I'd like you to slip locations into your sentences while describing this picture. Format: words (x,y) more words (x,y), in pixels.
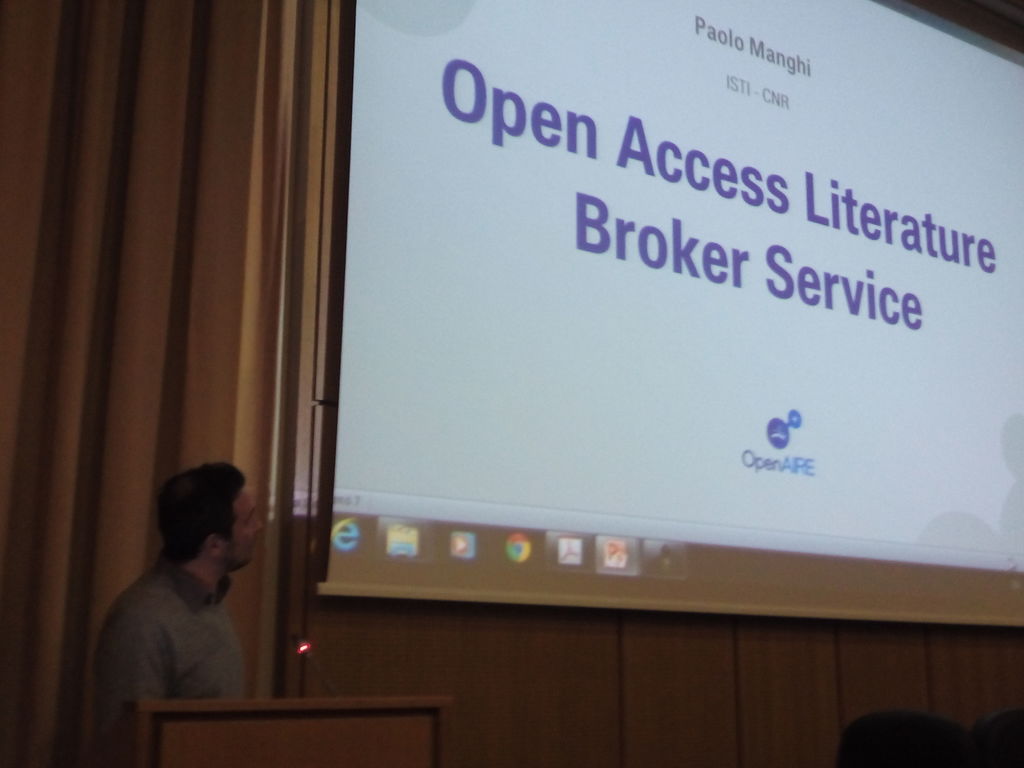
In this picture we can see a man (174,698) standing here, there is a speech desk (218,720) here, on the right side (712,393) we can see a projector screen (817,553), we can see presentation (851,234) here.
